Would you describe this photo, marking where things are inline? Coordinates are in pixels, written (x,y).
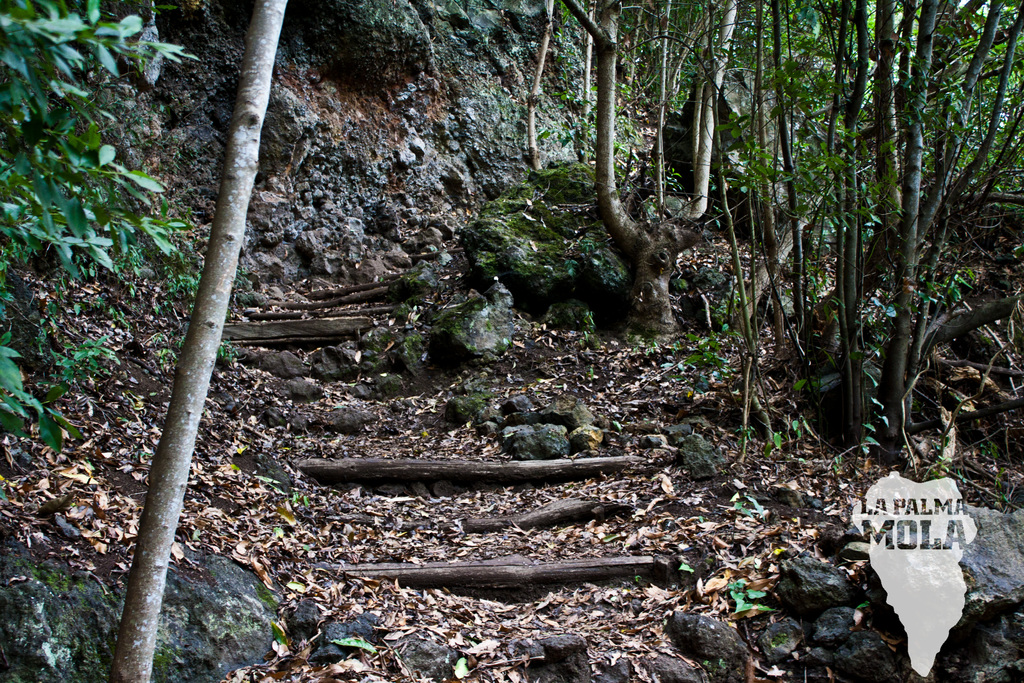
This picture is taken in a forest (872,205), where we can see trees (622,225), rocks (579,247). Leafs (659,630) and sticks (616,568) on the ground (674,571).
